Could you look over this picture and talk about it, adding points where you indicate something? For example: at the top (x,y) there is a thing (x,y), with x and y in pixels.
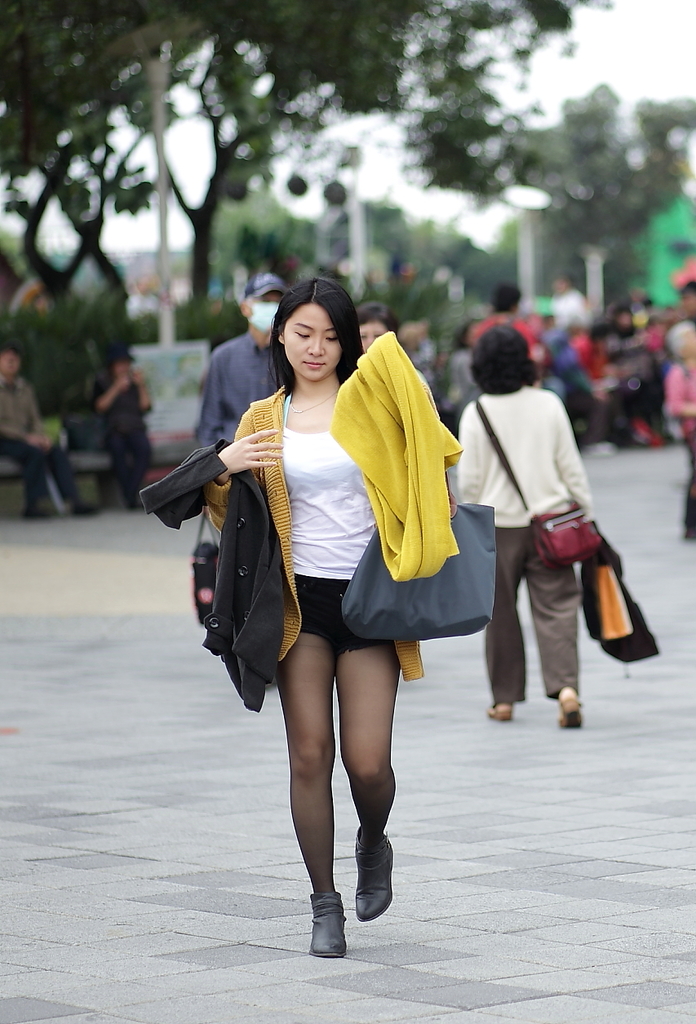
In this image I can see a person (289,312) walking wearing yellow jacket (282,544), white shirt (302,507), holding a black color bag (380,601). At the background (466,336) I can see few other persons (466,353) walking, trees (462,74) in green color and sky (551,63) in white color.
